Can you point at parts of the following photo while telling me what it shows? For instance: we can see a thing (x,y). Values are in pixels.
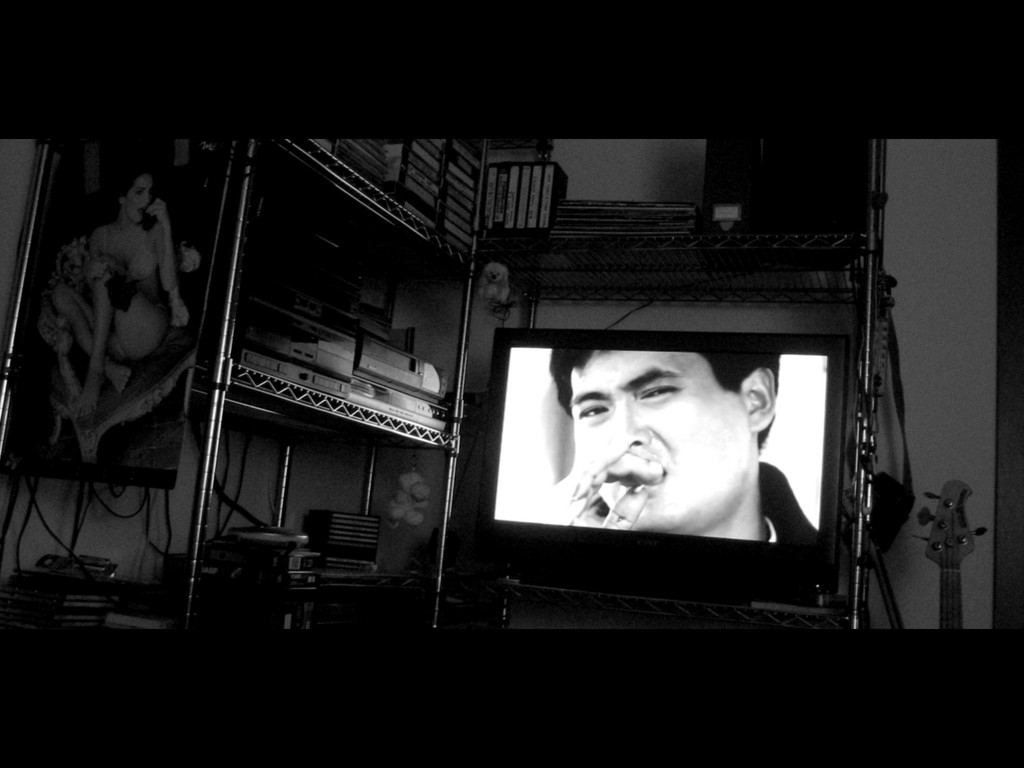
In this image I can see a television (679,387) and on its screen (637,354) I can see a man (589,410). I can also see number of things (374,364) on the shelves (679,238) and on the left side of the image (191,172) I can see a frame (208,298). I can see this frame (104,192) contains a picture (57,277) of a woman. On the right side of the image (957,506) I can see a guitar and I can also see this image is black and white in colour.
